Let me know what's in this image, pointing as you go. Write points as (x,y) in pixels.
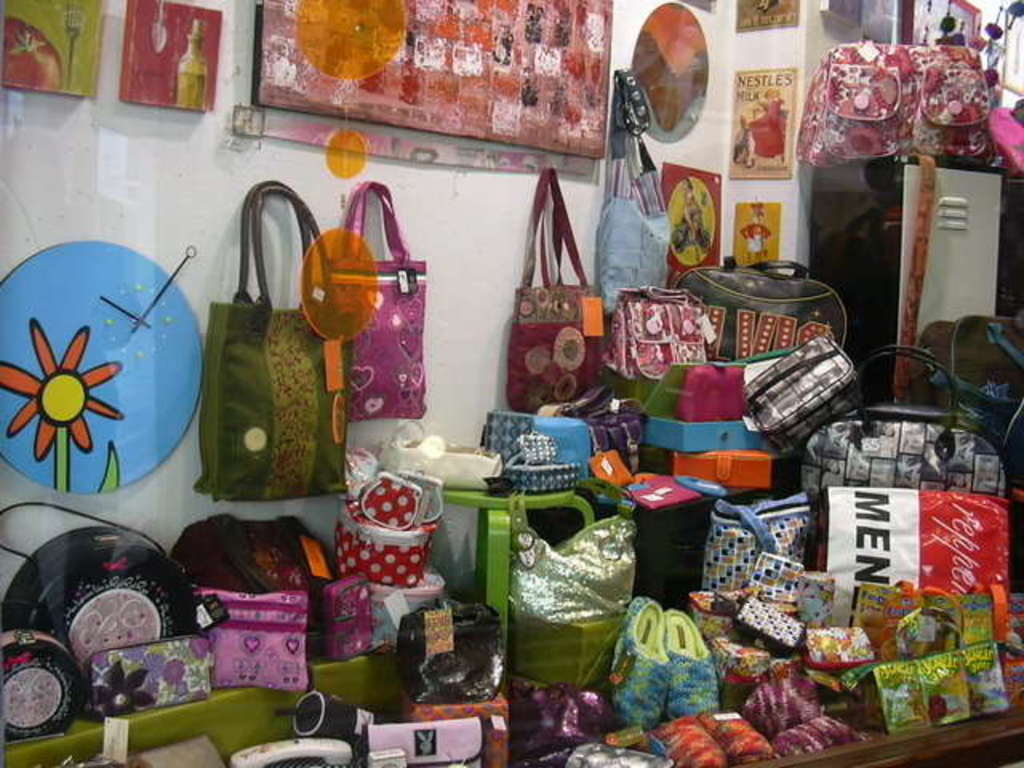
In the image we can see there are bags (305,606), purses (145,670) and other items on the table (52,759).
